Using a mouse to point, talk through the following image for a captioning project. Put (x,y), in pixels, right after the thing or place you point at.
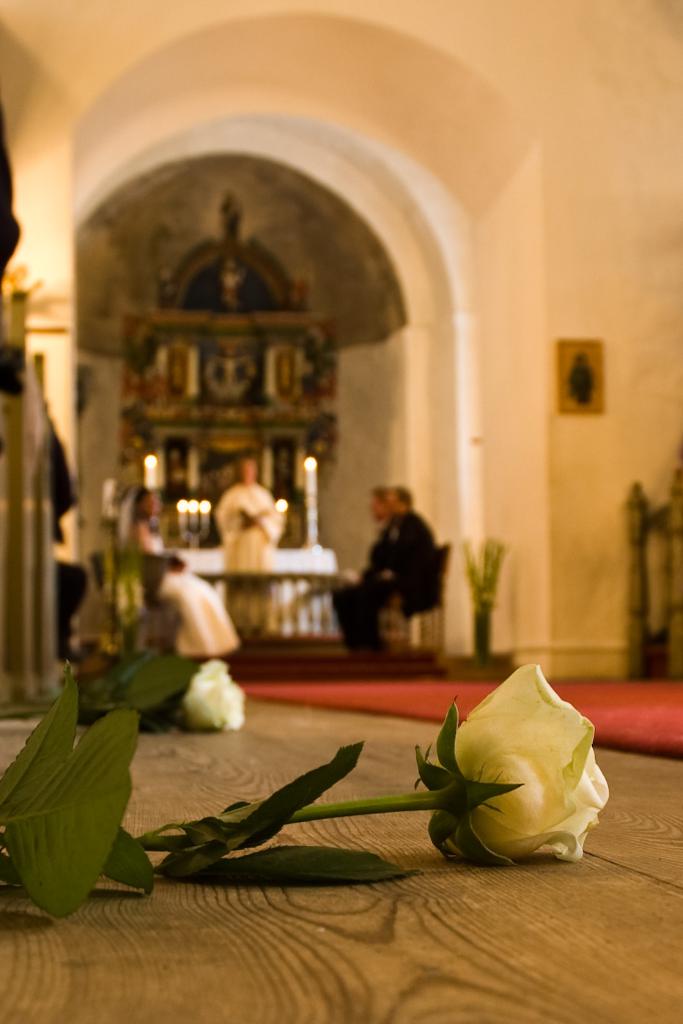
There are white roses (186,715) with leaves (100,777) on the floor (266,771). Also there is a red carpet (382,691). In the background (187,379) it is blurred. In the back (252,494) there are candles (311,511) and some people (377,562).
